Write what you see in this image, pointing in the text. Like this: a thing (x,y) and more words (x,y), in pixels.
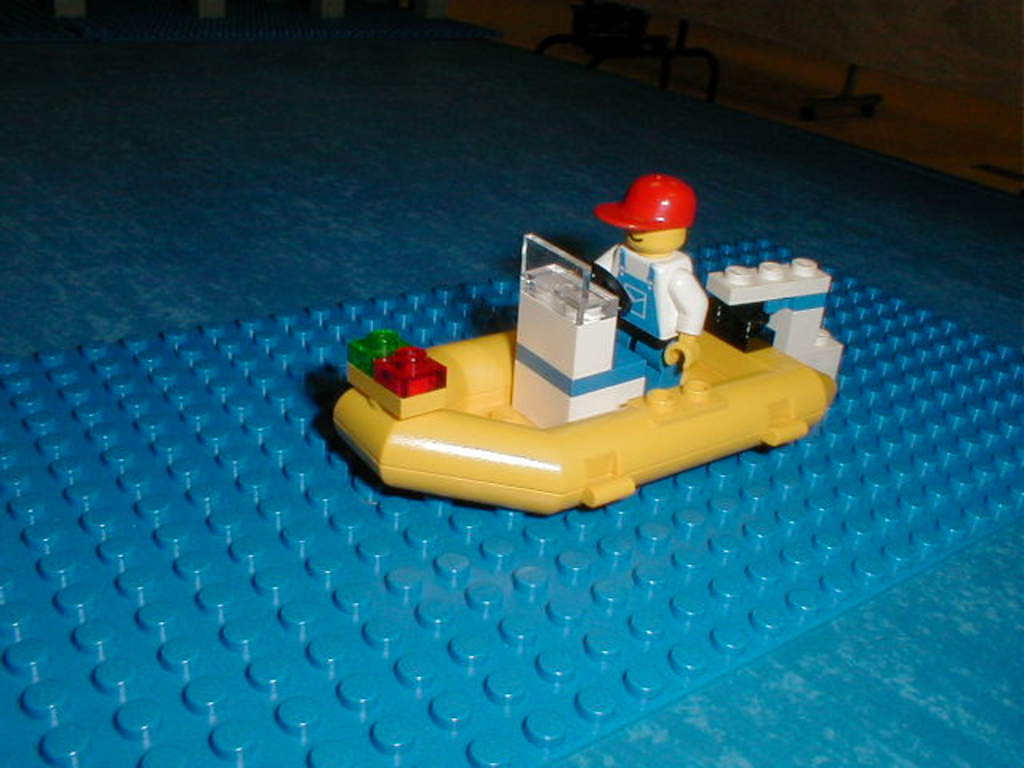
In the foreground of this picture (719,437), there is a toy (741,373) on a blue surface (858,299). In the background (640,42), there is a table (670,47).
